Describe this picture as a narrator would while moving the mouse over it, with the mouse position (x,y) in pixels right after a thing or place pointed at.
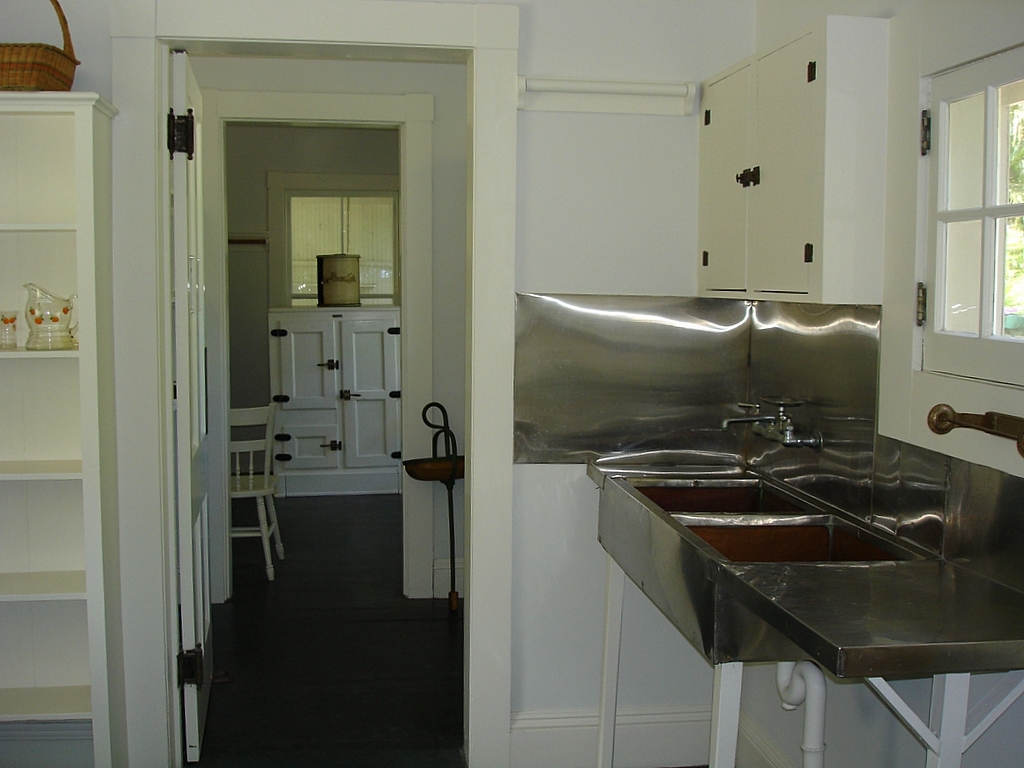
In this image we can see a chair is placed on the ground (374,590). To the right side of the image (835,250) we can see washbasin (959,607) and a cupboard (755,160). to the left side of the image (56,303) we can see glass items (71,317) placed in a rack (72,257) and a basket (32,66) placed on top of the rack (72,242). In the background (373,247) we can see a window (388,247).
